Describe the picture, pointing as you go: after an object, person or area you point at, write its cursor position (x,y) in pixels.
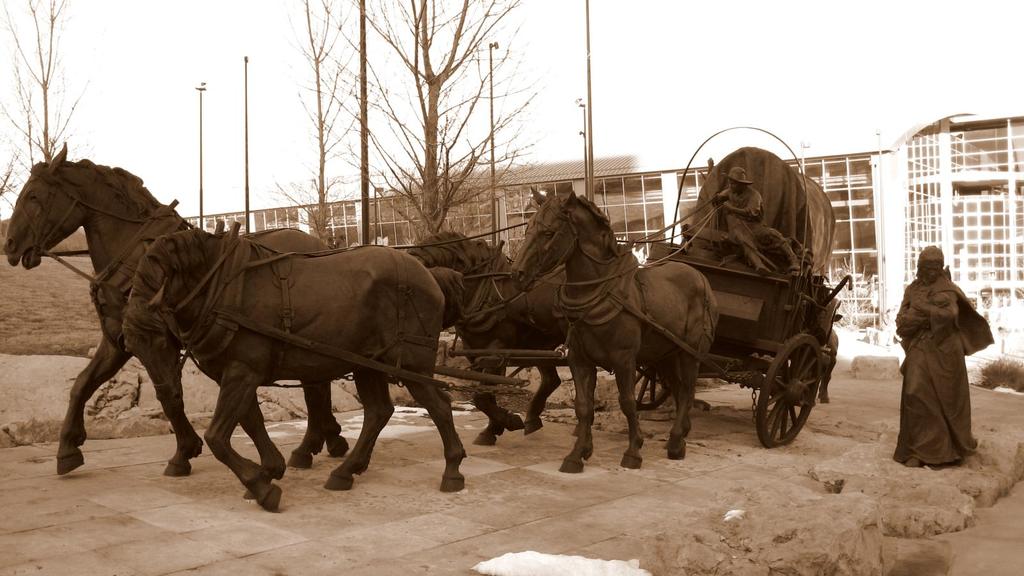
In this image we can see a statue (597,260) of a horse cart (783,216) with a person (752,223) sitting and wearing cap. And he is holding ropes (698,223). Near to the cart (716,189) there is a statue (931,385) of another person (911,369). In the back (889,259) there is a building (406,207). There are trees (433,178) and poles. In the background (778,83) there is sky (212,18).
